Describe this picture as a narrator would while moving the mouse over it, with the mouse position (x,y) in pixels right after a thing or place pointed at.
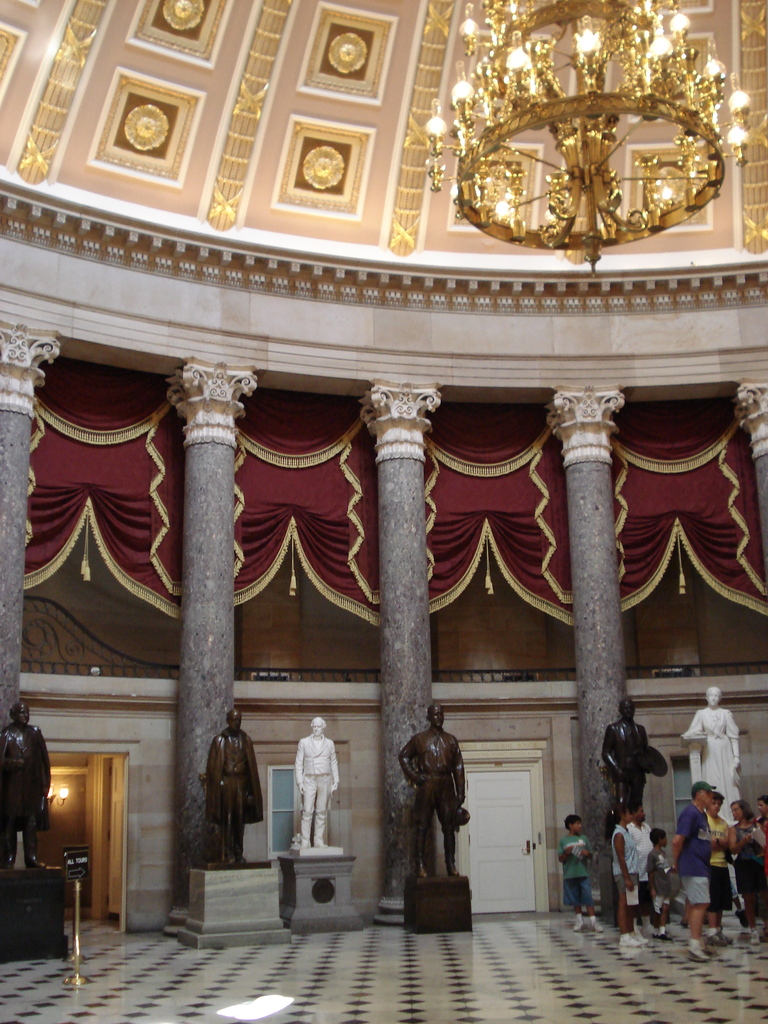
This picture describes about inside view of a building (224,473), in this we can find few statues (431,883), group of people (667,886), curtains (474,538) and lights (497,235).
